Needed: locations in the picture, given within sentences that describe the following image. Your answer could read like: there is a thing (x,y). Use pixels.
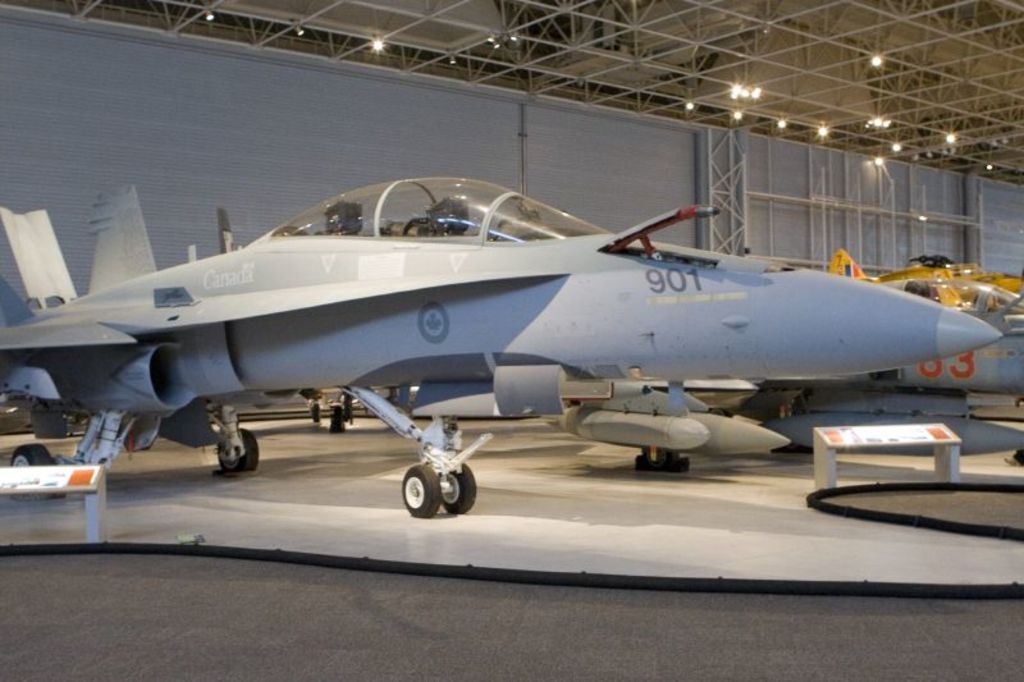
In this image, I think these are the jet aircrafts (715,357). I can see the lights (741,92). This is a ceiling (803,31). These are the wheels (29,461), which are attached to the jet aircrafts (511,394). This looks like a board (861,446).
